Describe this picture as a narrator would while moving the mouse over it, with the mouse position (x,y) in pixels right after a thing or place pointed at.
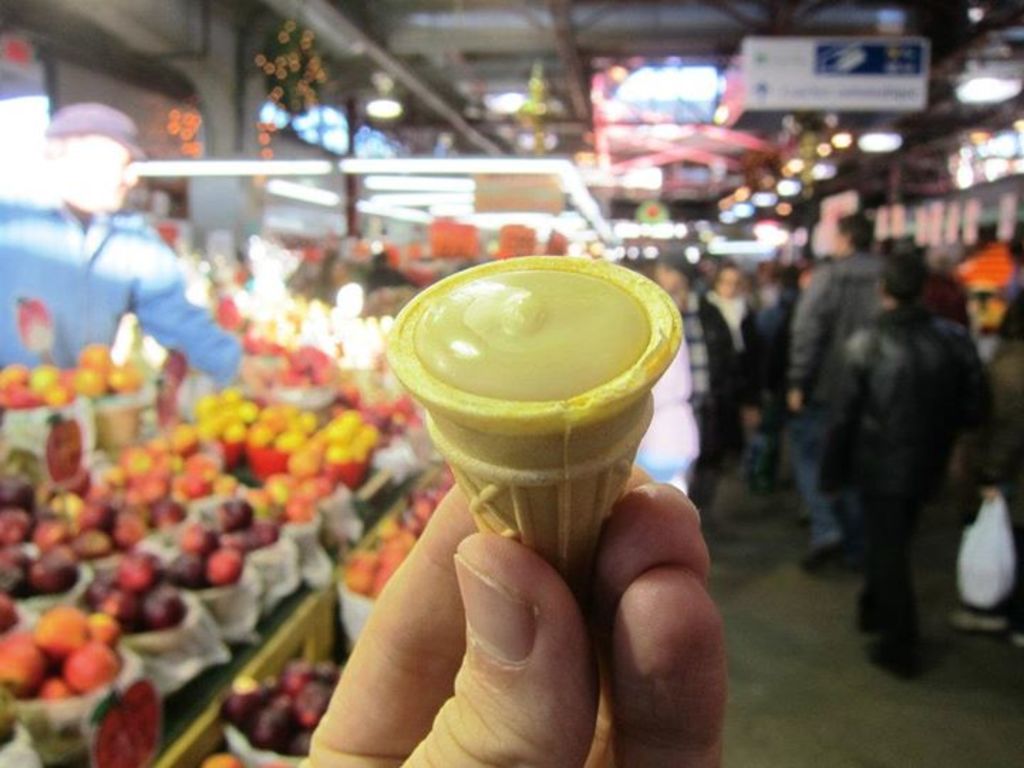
In this picture we can see a person (474,556) is holding a food item (499,353) and behind the person hand (497,594) there are fruits (93,522) and some people (784,302) are walking on the floor (772,521), boards (854,83) and some blurred things (671,163).
